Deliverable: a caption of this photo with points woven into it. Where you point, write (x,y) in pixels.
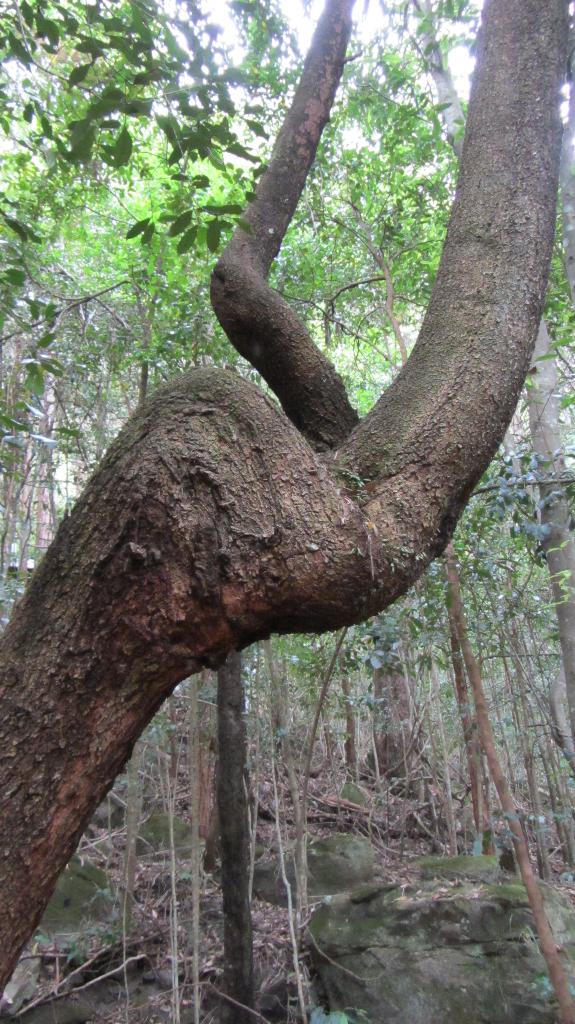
In this picture we can see so many trees (325,493) and some rocks (396,900).
